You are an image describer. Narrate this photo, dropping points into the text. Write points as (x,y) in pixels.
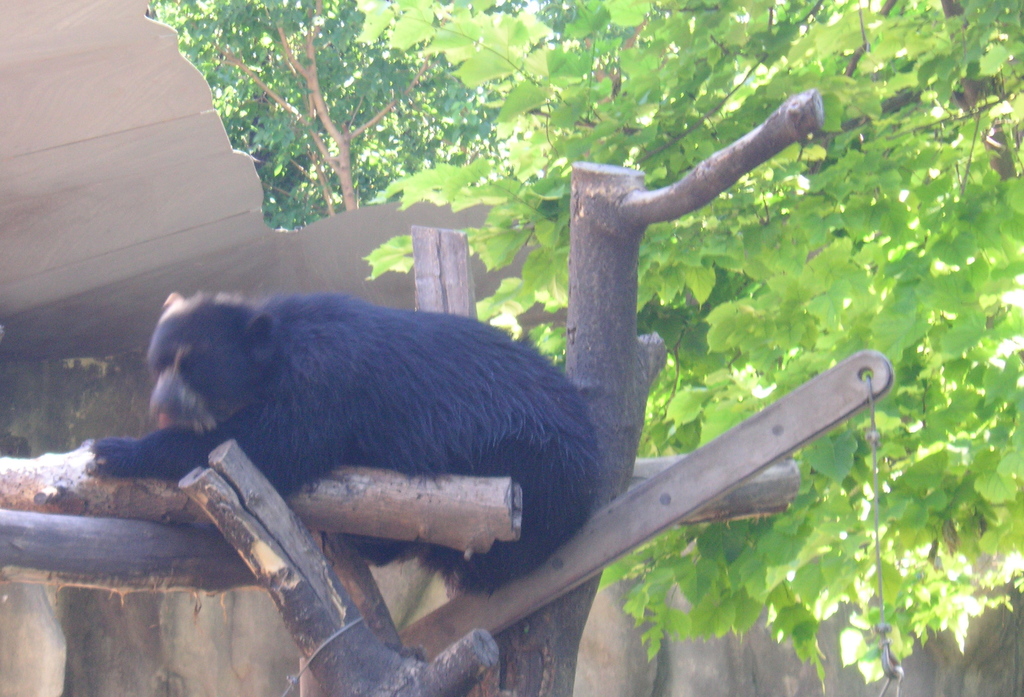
In this image we can see a black bear (362,352), there are many trees (670,262).
